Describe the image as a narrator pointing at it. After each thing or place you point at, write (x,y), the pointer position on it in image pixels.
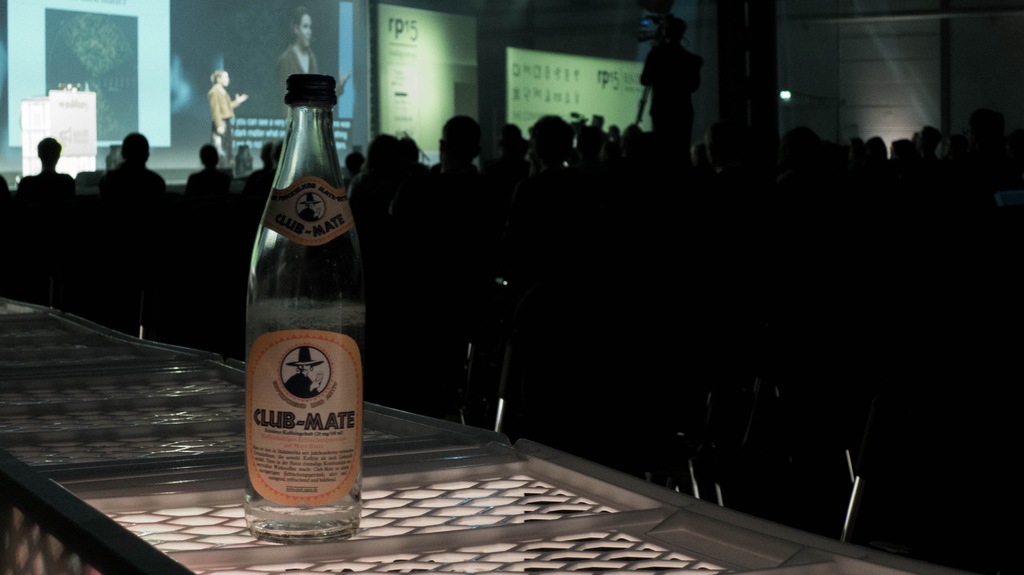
In the image we can see there is a bottle (314,370) and at the back (424,262) there are lot of people (453,157).
